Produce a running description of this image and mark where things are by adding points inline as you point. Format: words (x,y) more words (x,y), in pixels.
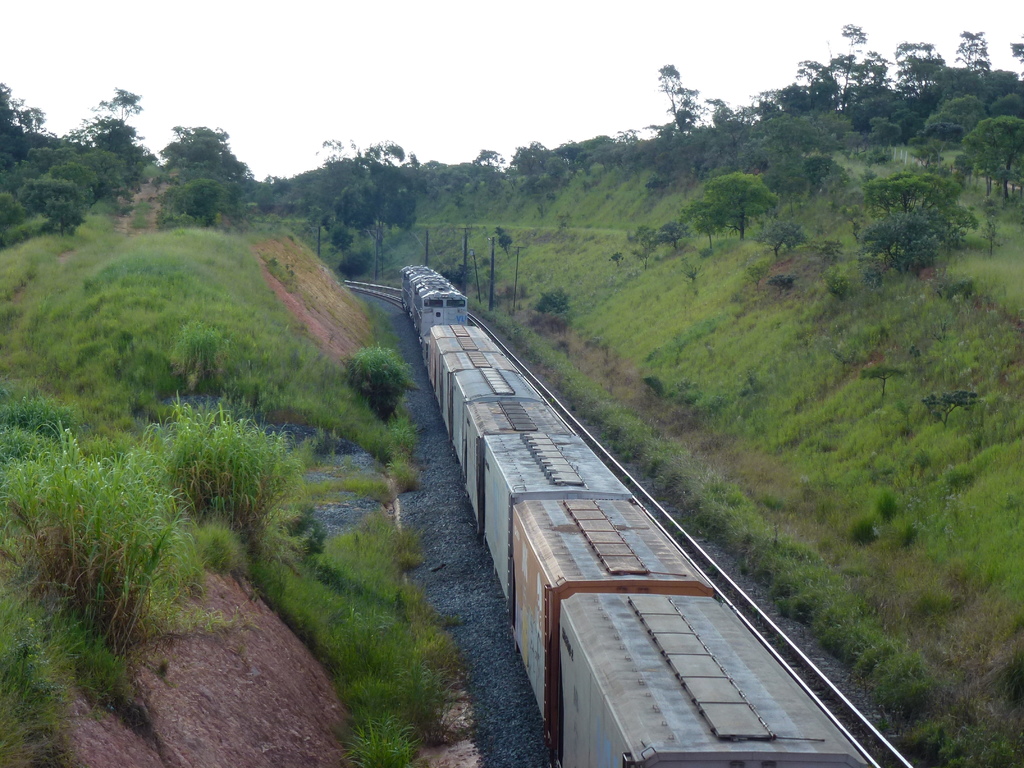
In this image in the center (462,351) there is a train (529,520) running on the railway track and on the left side (195,373) there are plants (142,529), there's grass (158,389) on the ground (140,229) and there are trees (202,206). On the right side (869,255) there are trees (868,209), there's grass (853,429) on the ground (853,364) and in the background (383,198) there are trees (367,199).
